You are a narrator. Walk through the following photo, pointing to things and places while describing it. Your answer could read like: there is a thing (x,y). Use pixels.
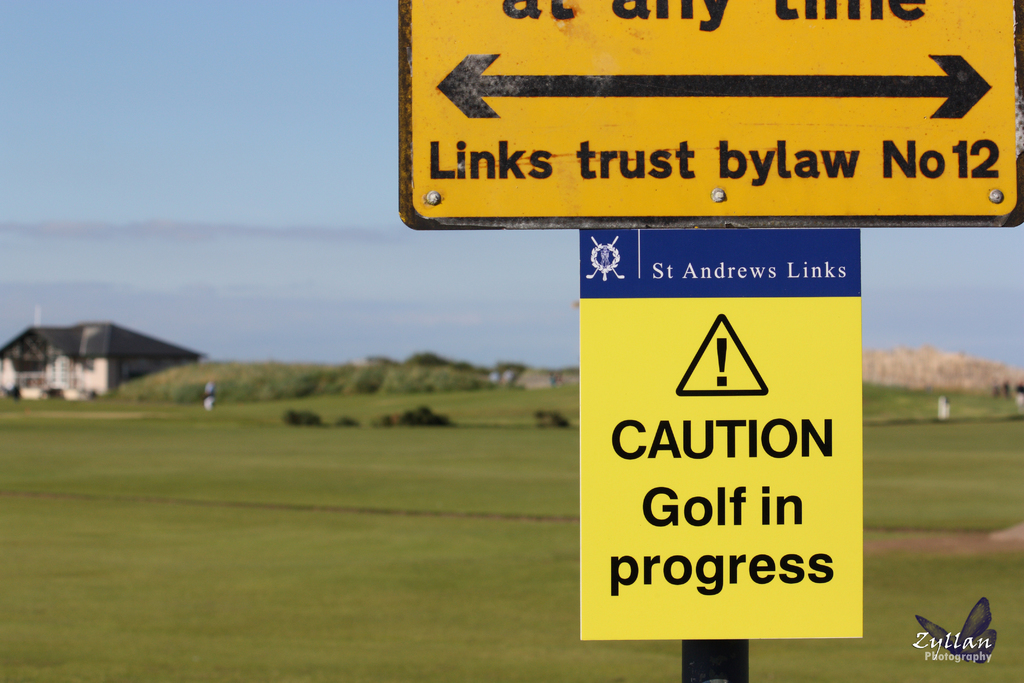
We can see boards (696,628) on pole (706,645) and grass (267,526). In the background (100,376) we can see trees (300,380), house (126,367) and sky (408,347). In the bottom right of the image (970,624) we can see logo (965,627) and text (937,640).
